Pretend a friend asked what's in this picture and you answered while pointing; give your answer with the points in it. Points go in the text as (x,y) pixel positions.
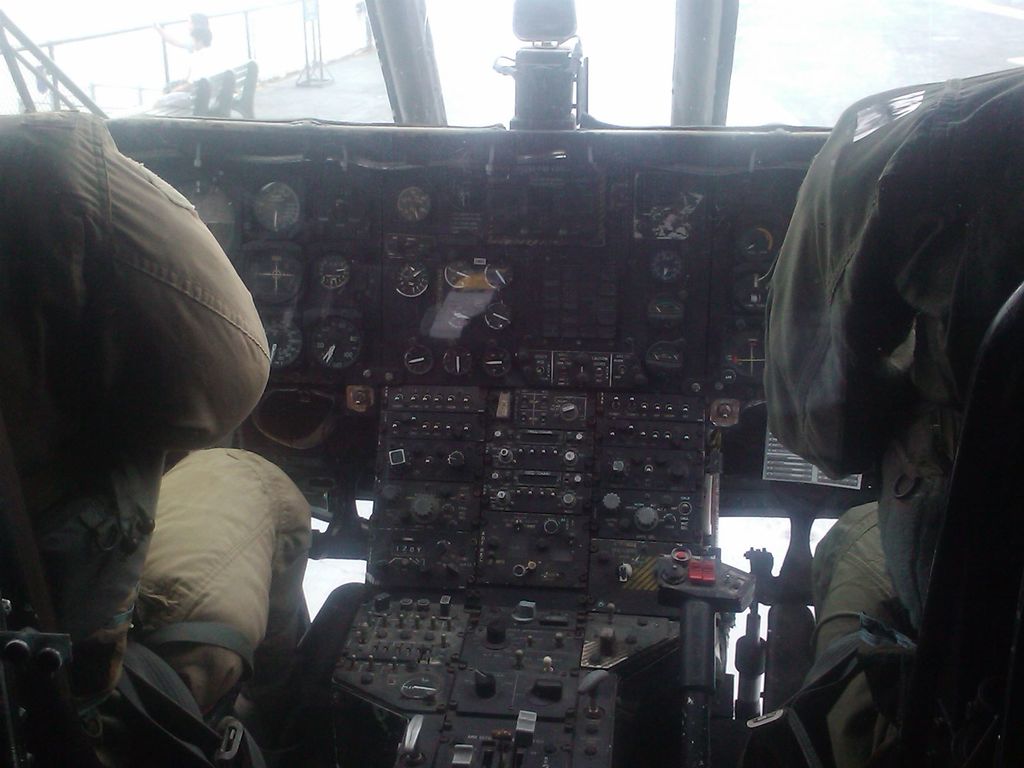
It looks like the inside picture of the helicopter (430,355), we can see two seats (847,188), there are some meters (334,269) and other objects (561,457).
